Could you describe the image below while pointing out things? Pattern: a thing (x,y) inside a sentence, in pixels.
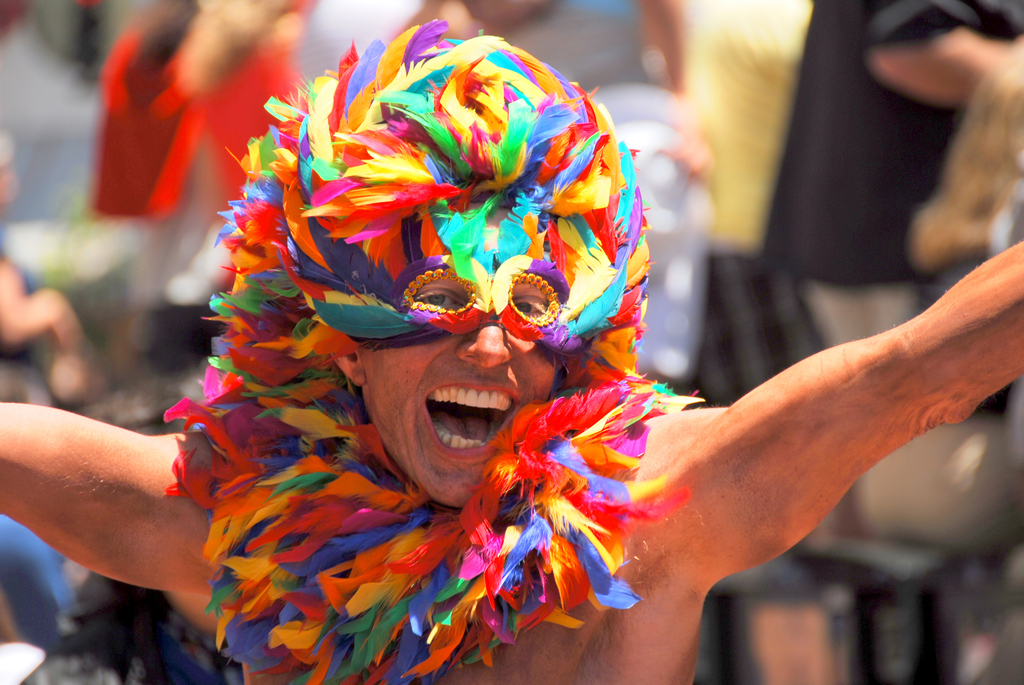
In this given picture, We can see a person (689,474) standing and laughing after that, We can see a person (266,387) wearing a bird's feathers (222,304) in multiple colors.
